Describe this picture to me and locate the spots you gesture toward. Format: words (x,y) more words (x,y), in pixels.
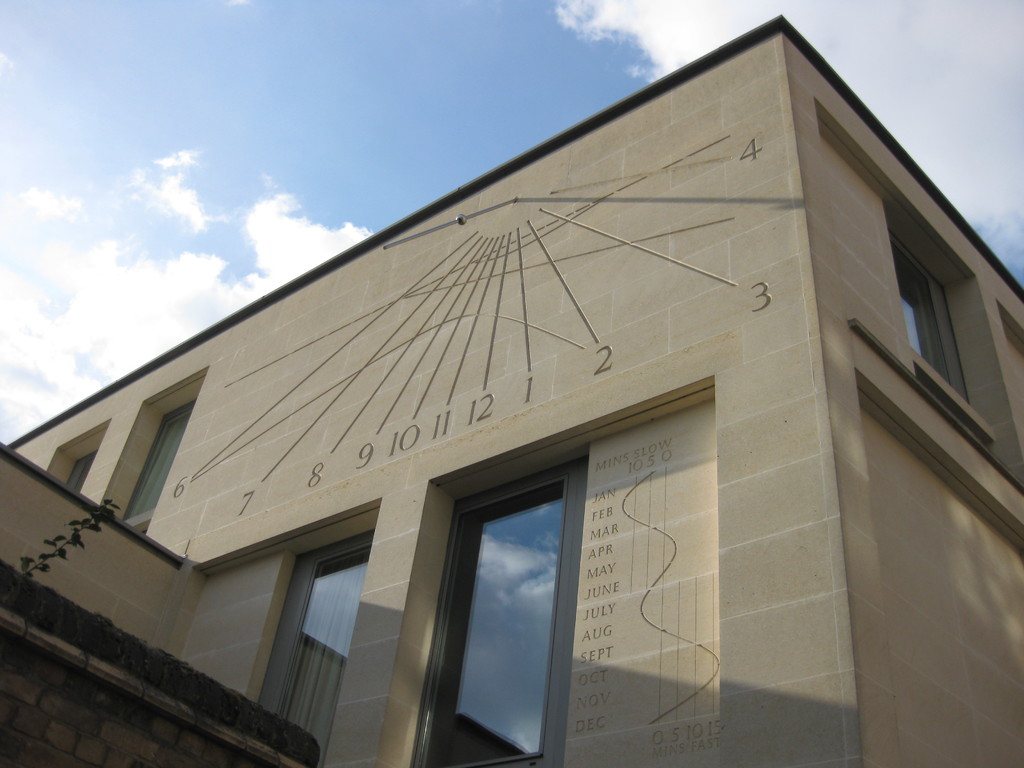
In this picture I can see a building (518,308) and I can see text (611,614) on the wall (583,393) and I can see a plant (58,551) on the left side (95,512) and I can see blue cloudy sky (977,189) and I can see reflection (344,594) of blue cloudy sky (509,640) on the glass (521,610).
